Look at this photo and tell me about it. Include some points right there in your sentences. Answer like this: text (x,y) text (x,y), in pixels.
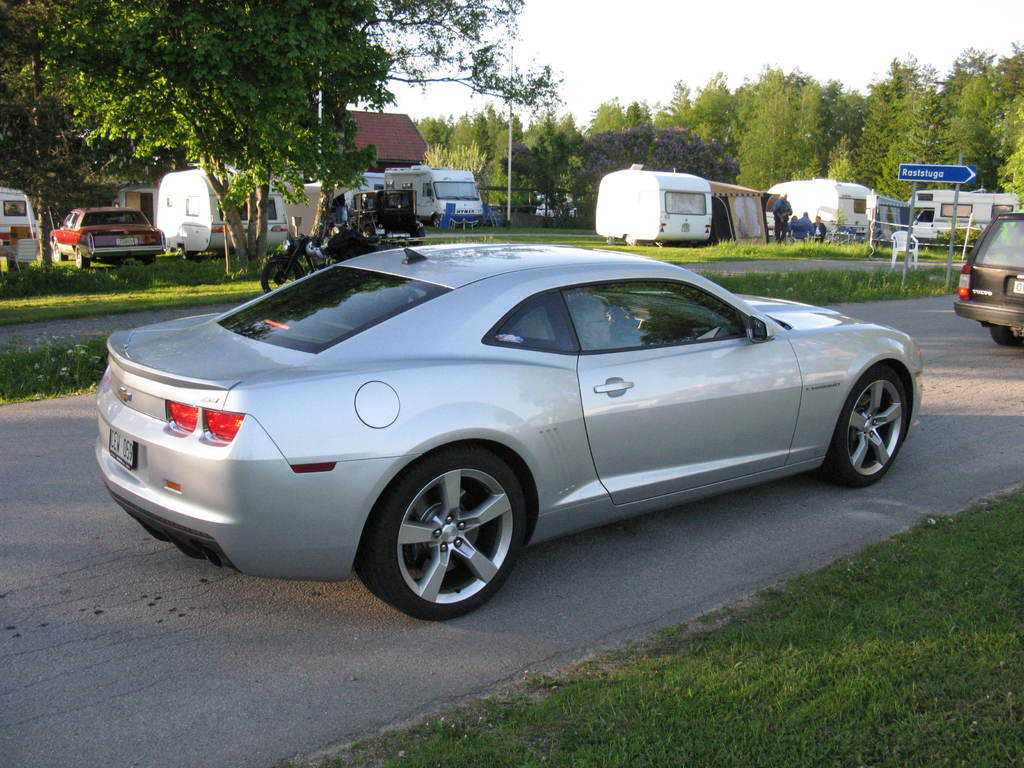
There are roads (105,327). On the road (980,351) there are vehicles (505,266). On the ground (249,277) there is grass (809,281). In the back (399,196) there are many vehicles (371,180), trees (520,88) and a building (378,118). Also there is a sign board (917,178) with poles (914,192). Near to that there is a chair (915,237). In the background (616,32) there is sky (641,15).
